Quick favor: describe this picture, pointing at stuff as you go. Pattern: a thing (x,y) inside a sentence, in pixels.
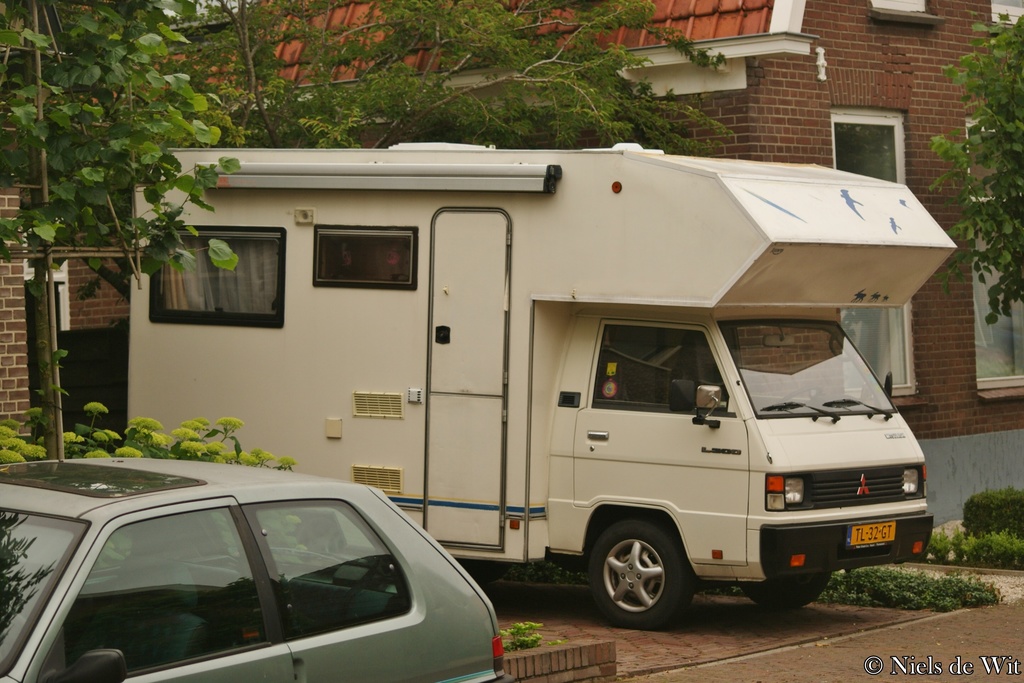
In this image I can see there are vehicles (594,344) on the ground (956,567). And there are plants (954,587) and trees (255,82). At the back (903,77) there is a building (677,93).
